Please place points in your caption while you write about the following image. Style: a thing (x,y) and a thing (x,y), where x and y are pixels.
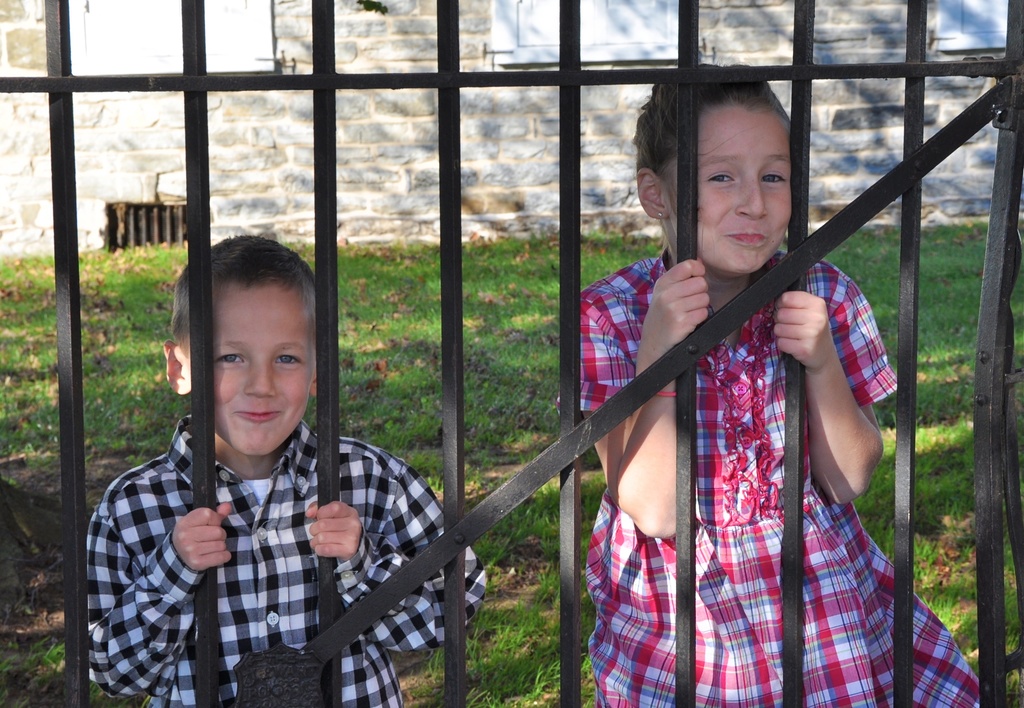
This image consists of two persons (349,450) standing and holding the metal rods (689,368). In the background (341,320), we can see the green grass (83,355) and a wall (300,114) made up of rocks (344,105) along with the windows (528,54).
